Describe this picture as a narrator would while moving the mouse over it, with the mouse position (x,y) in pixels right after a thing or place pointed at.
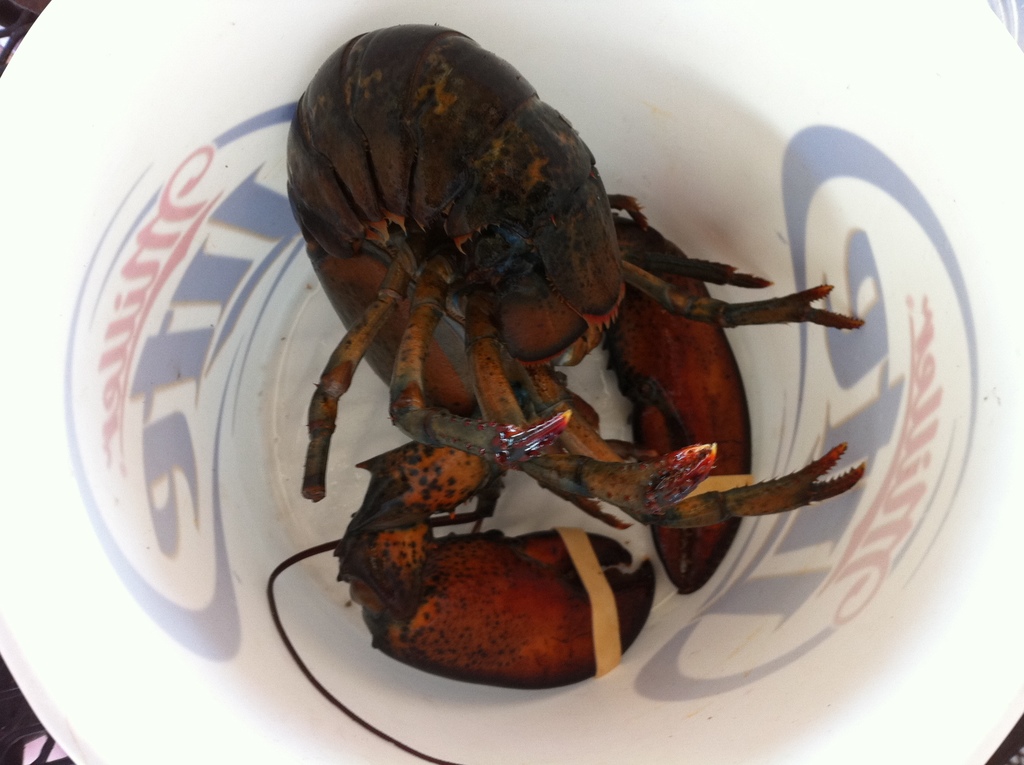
In this image we can see a lobster (648,386) in a bucket (459,741), also we can see some texts (201,298) around the bucket (870,482).
